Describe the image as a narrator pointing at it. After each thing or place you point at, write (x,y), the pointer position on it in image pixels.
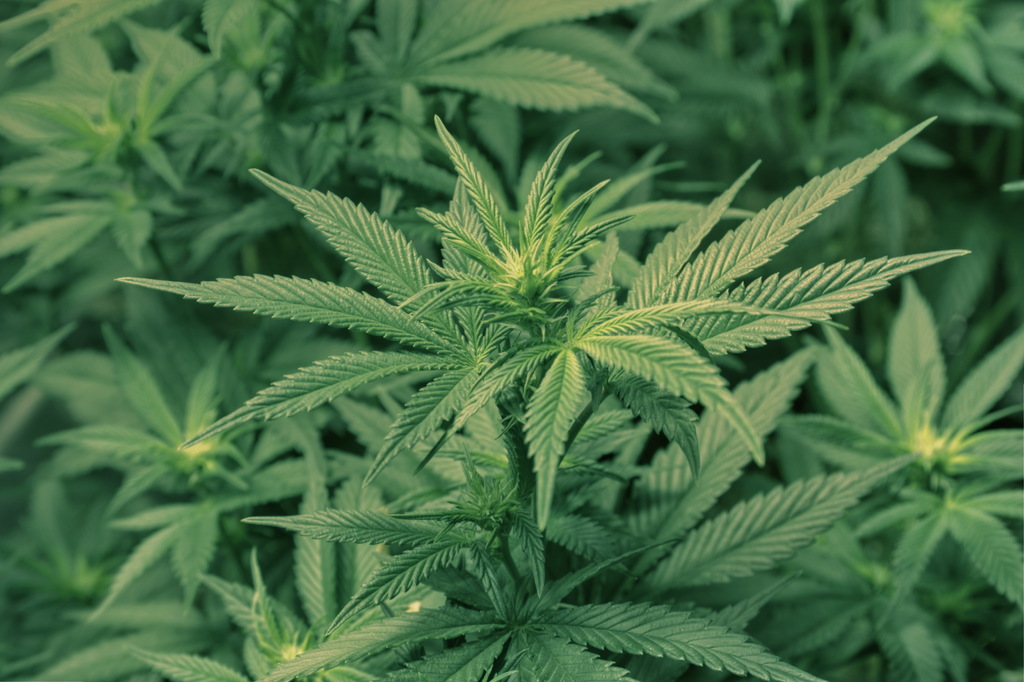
In this image we can see plants (564,301).
